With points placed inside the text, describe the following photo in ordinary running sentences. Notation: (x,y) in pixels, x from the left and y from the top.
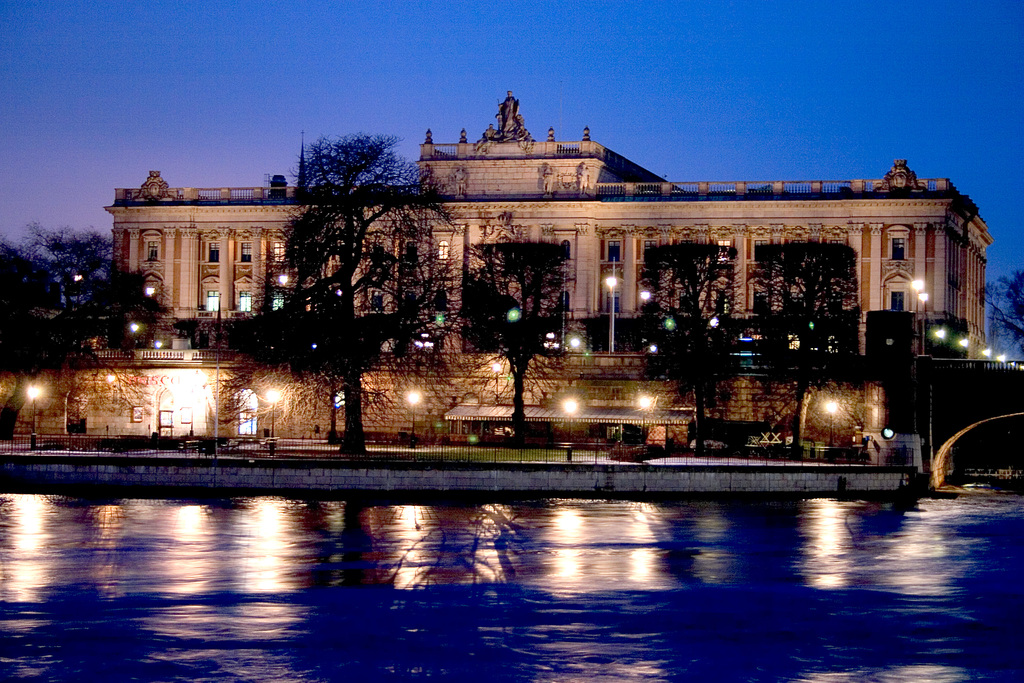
In this image, I can see the trees (697,347), lights (199,382), iron grilles (527,447) and sculptures (494,144) on the top of a building (197,279). At the bottom of the image (246,604), there is water (215,570). In the background (162,87), I can see the sky (550,49).
